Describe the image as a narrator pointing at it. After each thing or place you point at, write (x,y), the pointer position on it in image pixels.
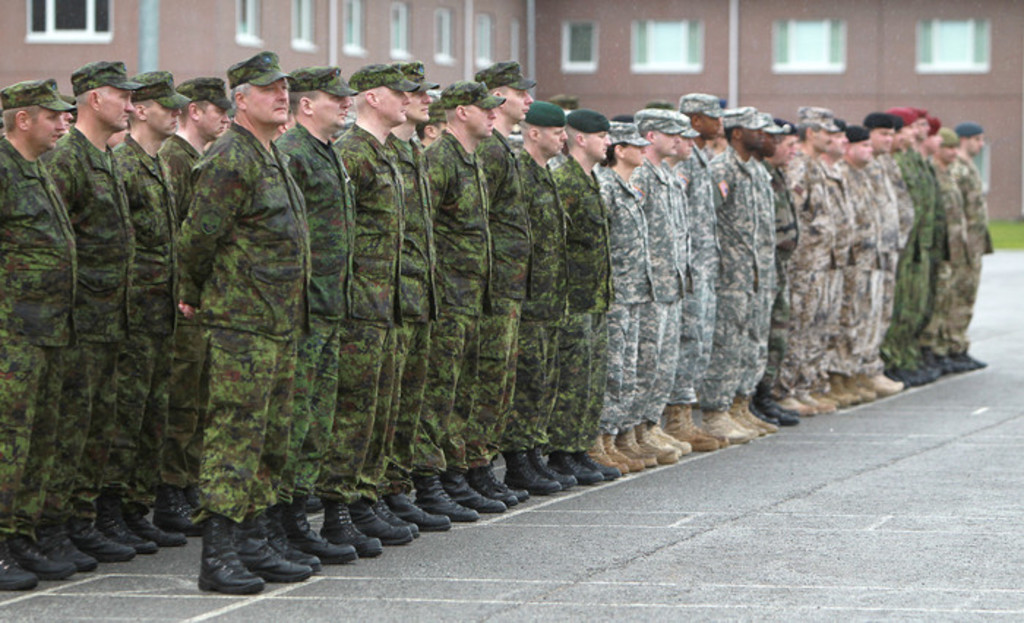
In this image we can see men (439,231) standing in rows on the floor (819,431). In the background (213,57) we can see buildings (923,77), windows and ground (993,233).
